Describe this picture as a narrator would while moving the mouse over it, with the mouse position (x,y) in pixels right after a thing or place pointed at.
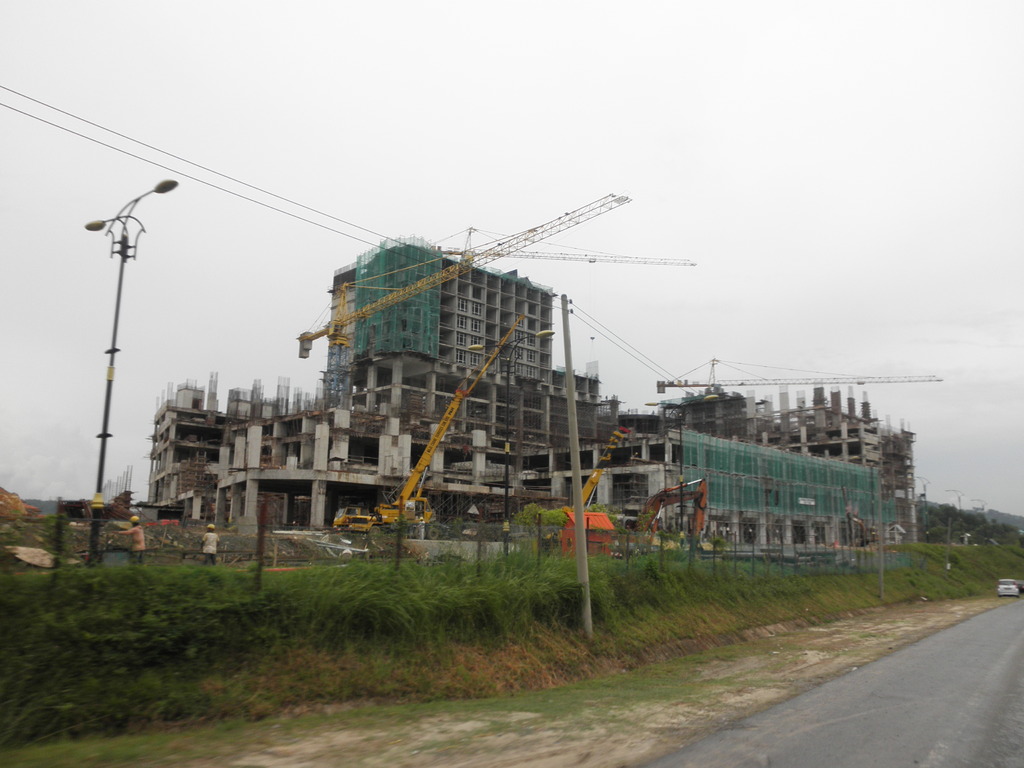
We can see grass (694,581), road (1011,716) and lights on pole (101,545). In the background (487,480) we can see people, cranes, under construction buildings (487,480) and sky (935,266).
